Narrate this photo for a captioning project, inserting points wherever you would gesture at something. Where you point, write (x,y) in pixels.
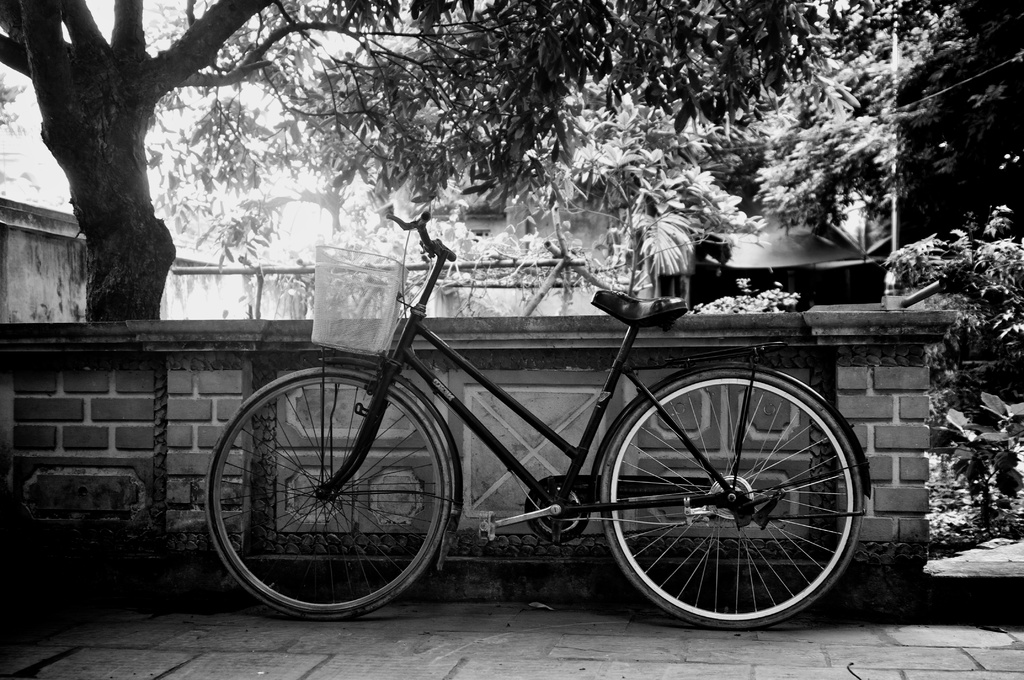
In this picture I can observe a bicycle (768,504) in the middle of the picture (426,369). In the background (216,216) I can observe trees (645,148). This is a black and white image.
